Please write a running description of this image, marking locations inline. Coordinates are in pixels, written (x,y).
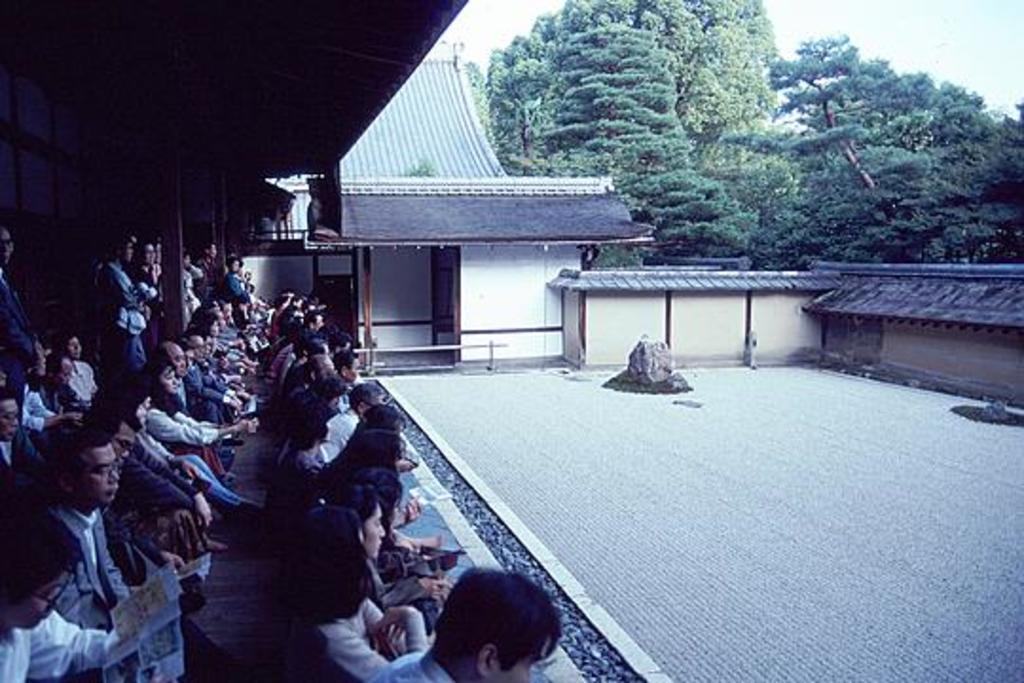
In this image we can see group of people (198,356), wooden poles (368,278), walls (577,356), and sheds (579,264). In the background (720,114) there are trees (719,156) and sky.
